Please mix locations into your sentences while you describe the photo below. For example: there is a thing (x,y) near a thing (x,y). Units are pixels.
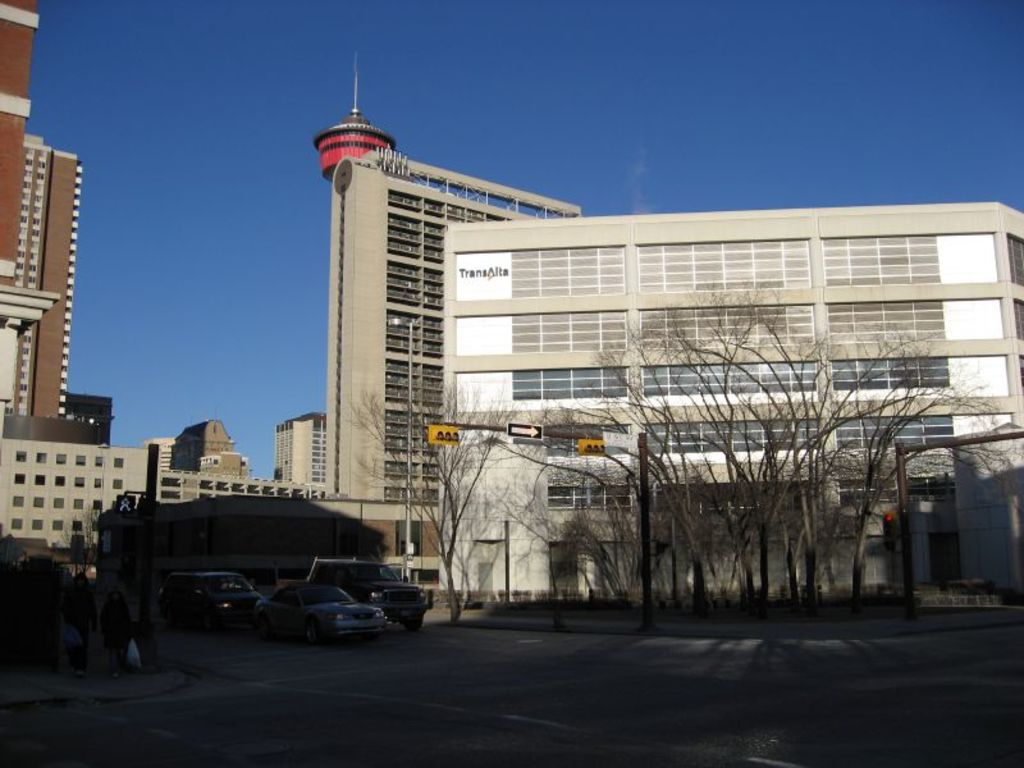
In the image there are many buildings (66,318) and in front of the first building (491,477) there are few trees (600,472) and beside the trees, some cars (220,590) are parked on the road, there is a footpath (110,683) on the left side (105,695) and two people (65,609) are walking on the footpath (140,683).
